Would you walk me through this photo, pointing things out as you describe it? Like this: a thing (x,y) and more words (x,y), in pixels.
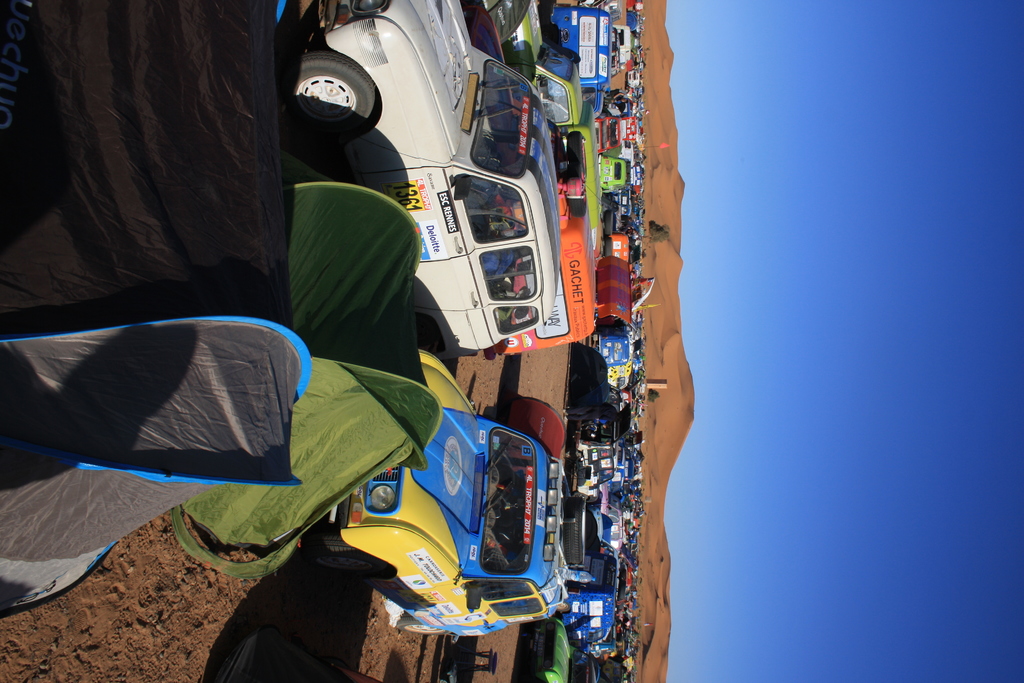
In this image, I can see vehicles (476,464) and tents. On the right side of the image (703,512), there is sand (642,586) and the sky (745,434).
